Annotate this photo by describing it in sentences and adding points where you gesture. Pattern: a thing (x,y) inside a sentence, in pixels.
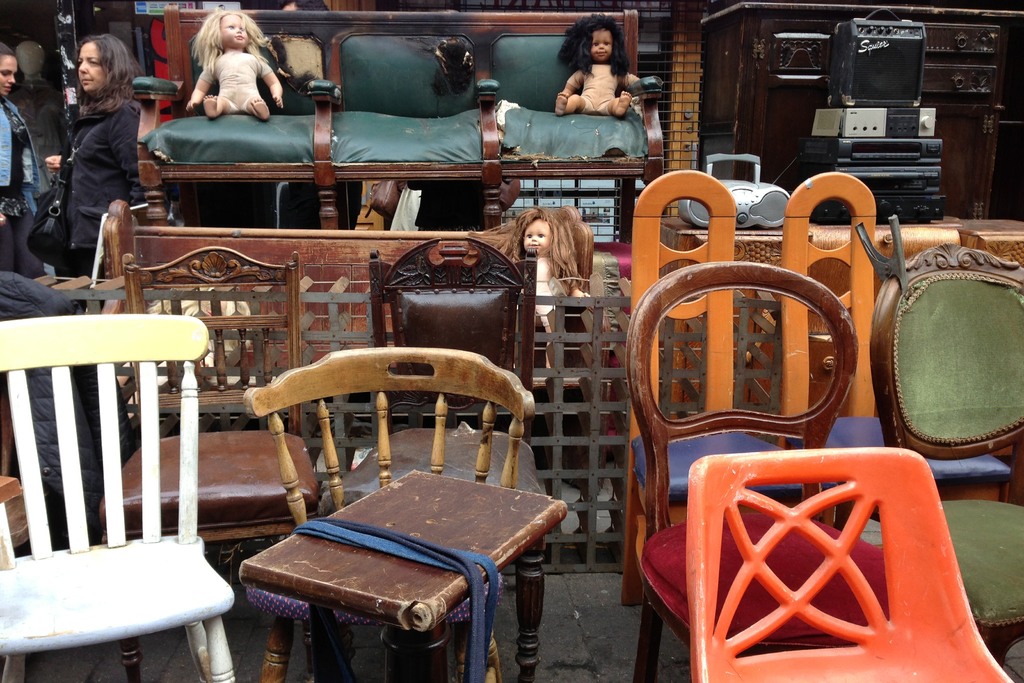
Some old furniture (16,402) is kept for sale on road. There are some chairs (756,561), sofa (605,135), dolls (560,259) and music system (838,213) with speakers (899,100) among them. People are passing by them.
